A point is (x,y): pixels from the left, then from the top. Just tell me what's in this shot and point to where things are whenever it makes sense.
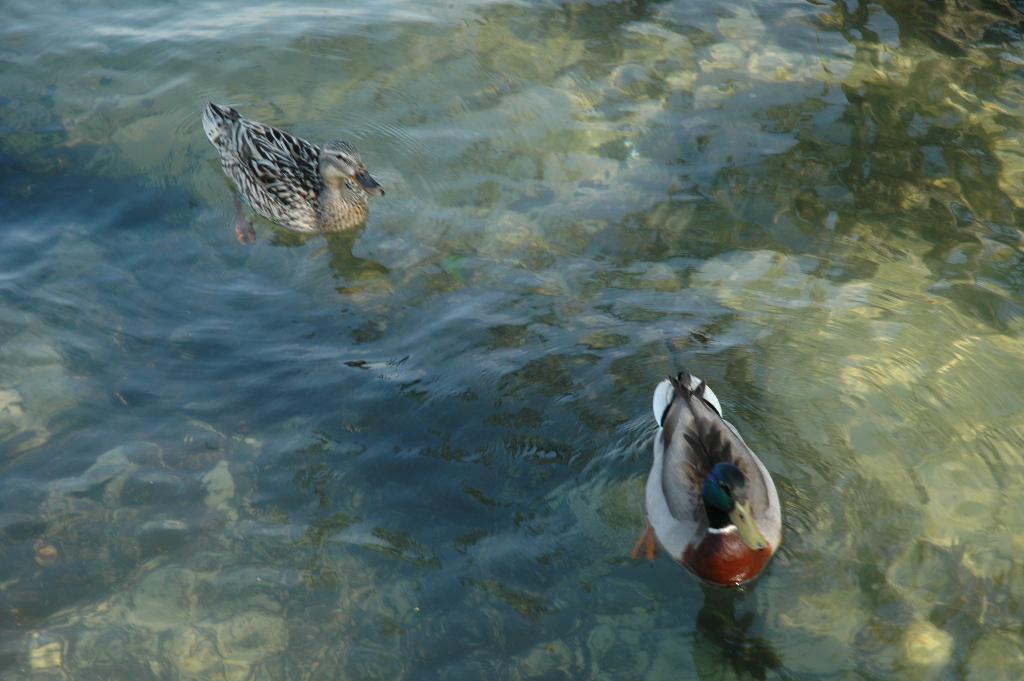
In this image there is water (488,507), there are ducks (737,461) in the water (390,231).
